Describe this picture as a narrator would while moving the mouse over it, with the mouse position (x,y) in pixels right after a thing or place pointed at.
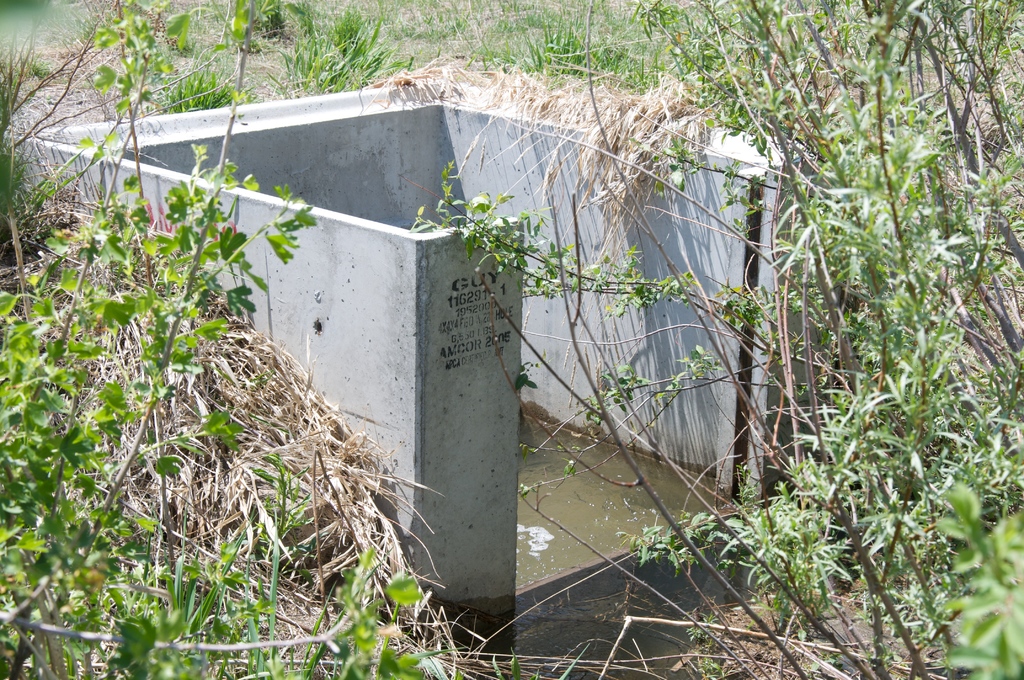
In this image we can see cement walls (293,215), water (561,544) and in the background (667,63), we can see group of plants (800,425).
